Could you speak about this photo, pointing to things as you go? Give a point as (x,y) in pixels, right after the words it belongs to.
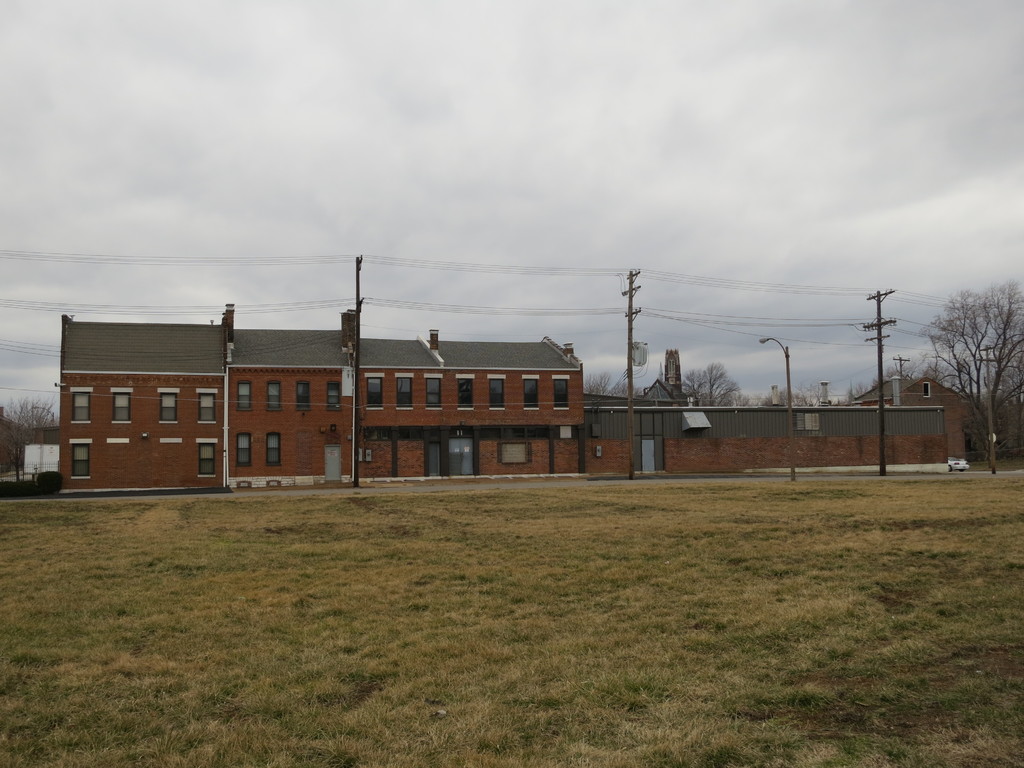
In the foreground of this image (534,636), there is grassland (534,636). In the middle (429,362), there is a building (600,403), few poles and cables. In the background (941,366), there are trees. At the top (429,99), there is the sky (426,107).
